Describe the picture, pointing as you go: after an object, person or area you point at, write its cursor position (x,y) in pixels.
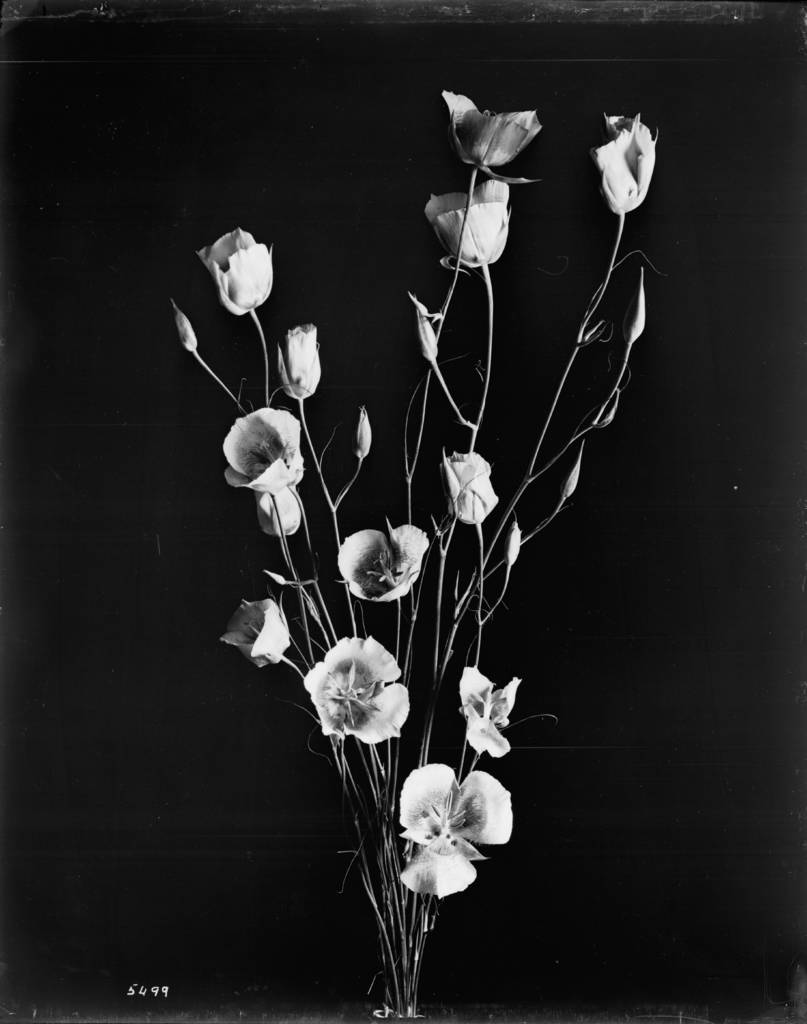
It is a black and white picture. Here we can see plants (461,796), stems (564,499), leaves (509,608) and flower buds (288,440). At the bottom of the image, we can see numbers (158,992). Background (45,909) it is dark view.
